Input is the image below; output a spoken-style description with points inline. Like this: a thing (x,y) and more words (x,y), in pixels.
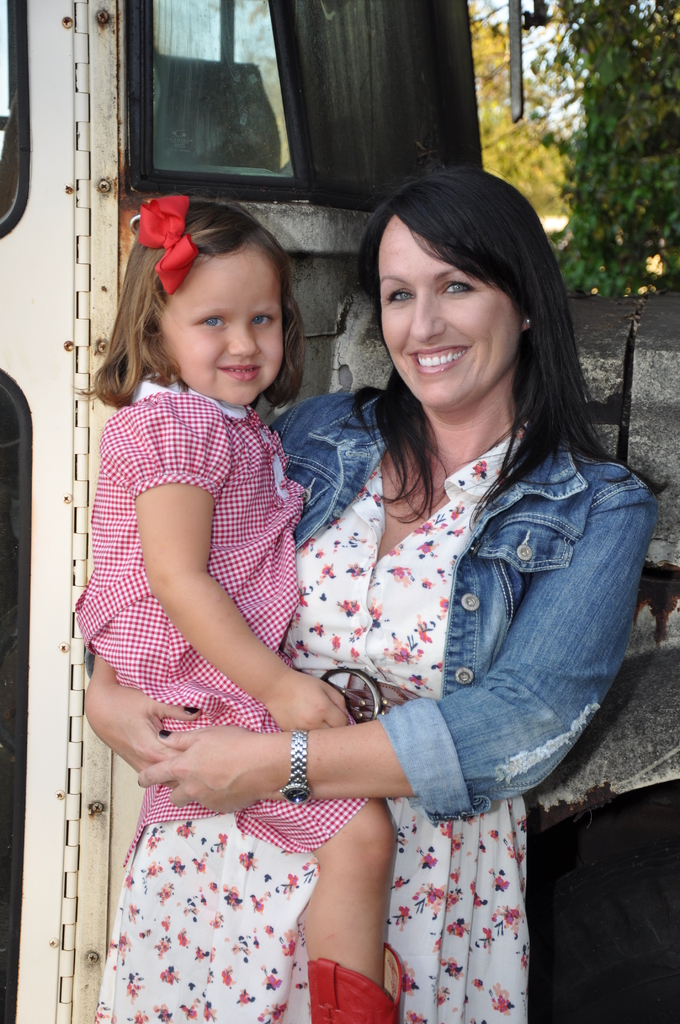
In this image I can see a woman (302,471) is standing and I can also see smile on her face (497,354). I can see she is holding a girl (286,669). In the background (382,70) I can see a vehicle type thing (213,98) and few trees (512,138).
